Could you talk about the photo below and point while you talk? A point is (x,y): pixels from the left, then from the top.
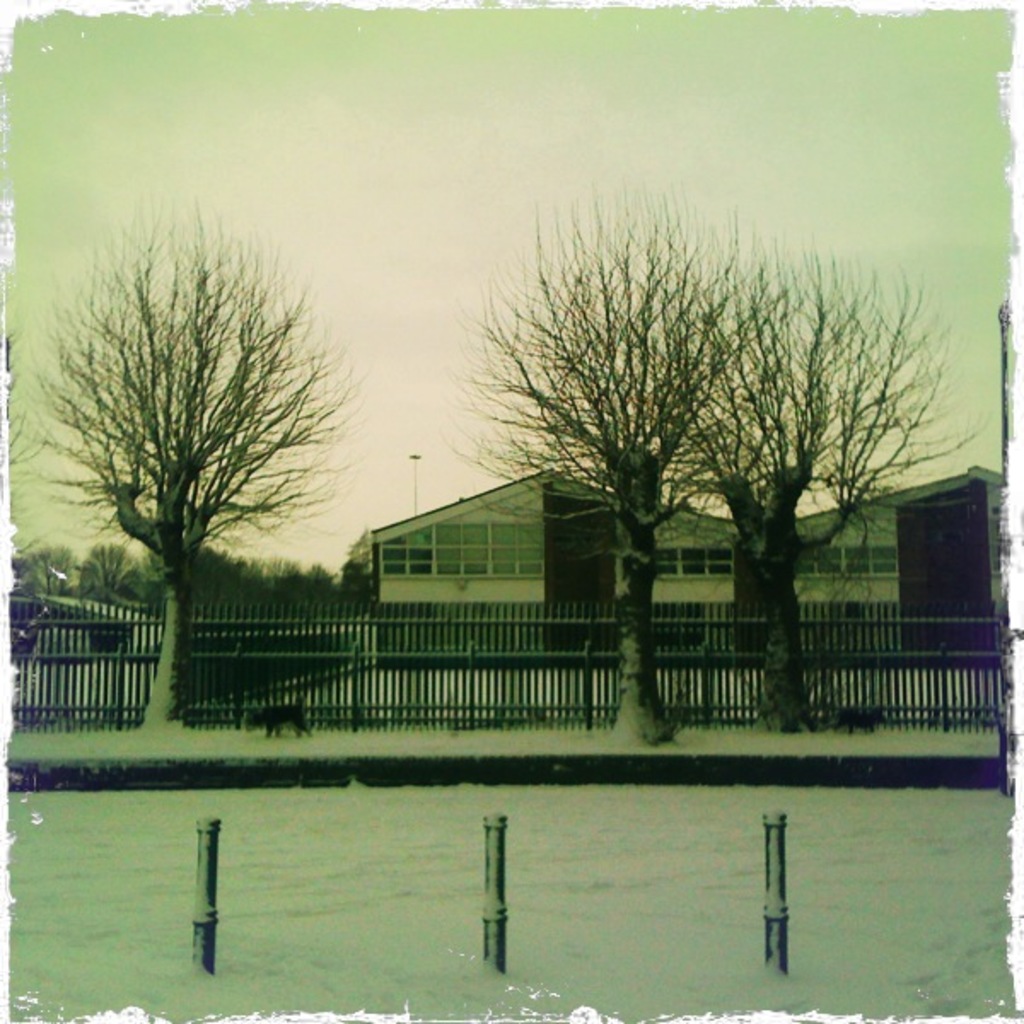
In this image I can see three poles (487,909). To the side of the poles (501,941) I can see the railing (502,662) and many trees (88,575). In the back (495,534) I can see the houses (400,562) and the sky (383,351).
